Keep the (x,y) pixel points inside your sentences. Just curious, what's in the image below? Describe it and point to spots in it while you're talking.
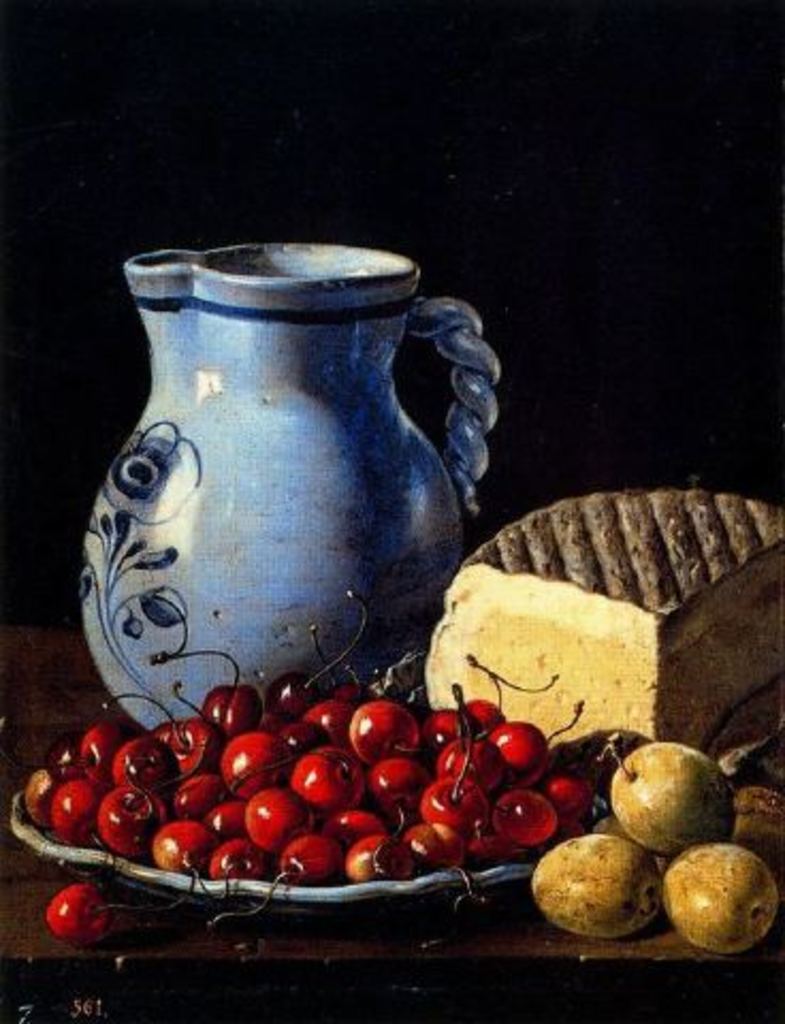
In the center of the image (300,545) there is a jar (300,545). There are fruits (481,756) in the plate (27,822). There is a cheese (540,722).
